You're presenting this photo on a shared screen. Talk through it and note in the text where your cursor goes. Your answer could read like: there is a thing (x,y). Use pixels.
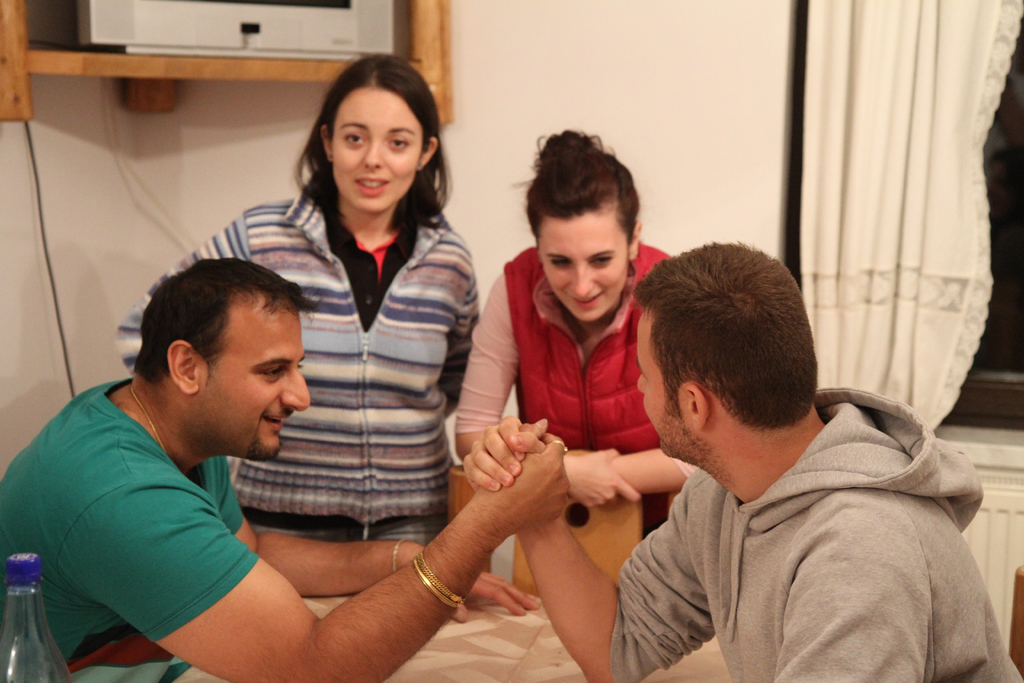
In this image there are two persons (684,569) sitting and holding their hands (548,458), there are two persons (523,393) standing, and in the background (221,25) there is a television (188,9) on the cupboard (35,62) which is attached to the wall (745,103), curtain (896,45), window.
